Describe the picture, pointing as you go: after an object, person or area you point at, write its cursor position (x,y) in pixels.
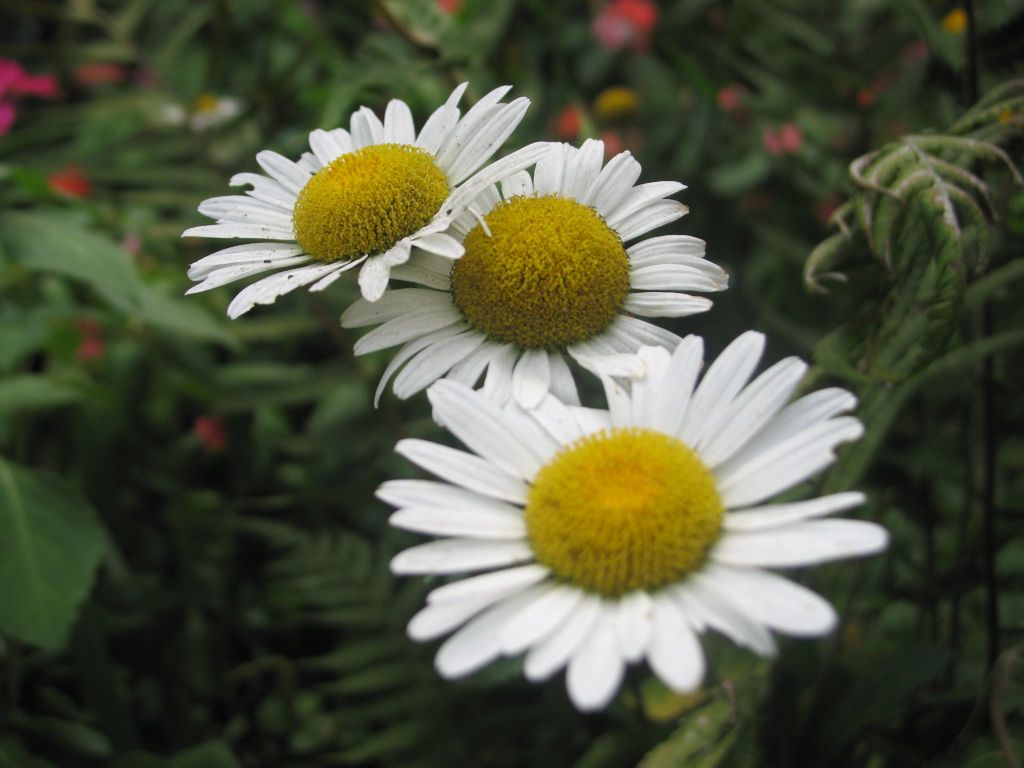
In this picture there are three daisies (615,190). On the top (108,76) we can see red flowers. on the left (67,554) there is a plant (104,230).
